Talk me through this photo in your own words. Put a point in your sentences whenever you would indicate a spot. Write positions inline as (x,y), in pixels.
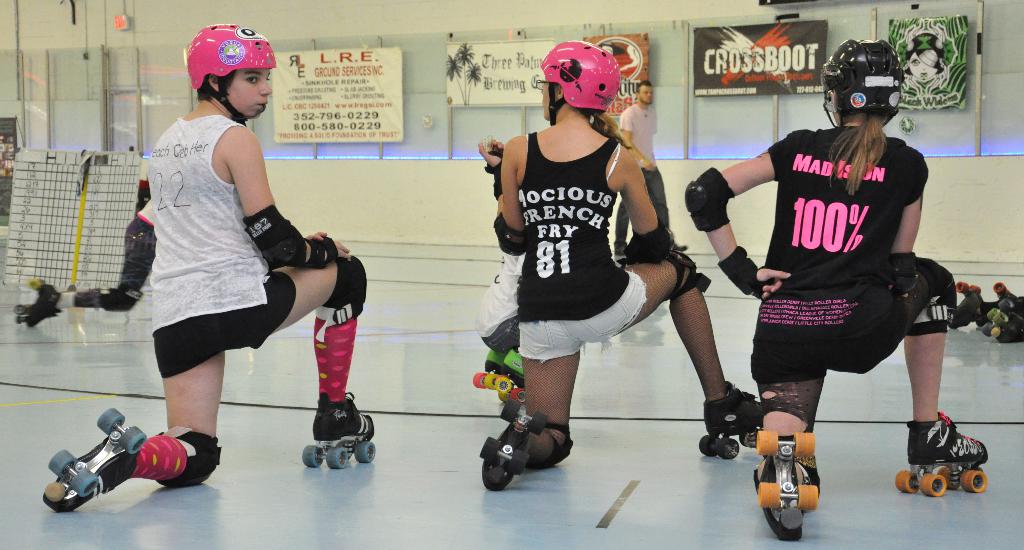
In the image there are few ladies (207,201) with skate shoes (338,444) and helmets (890,82) on their heads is on the floor (112,374). In front of them there is a wall (633,2) with posters (305,86). On the posters (324,93) there are images (908,50) and something written on it. On the left side of the image (76,182) there is a board (42,263) with something written on it. And also there are rods (18,99).
